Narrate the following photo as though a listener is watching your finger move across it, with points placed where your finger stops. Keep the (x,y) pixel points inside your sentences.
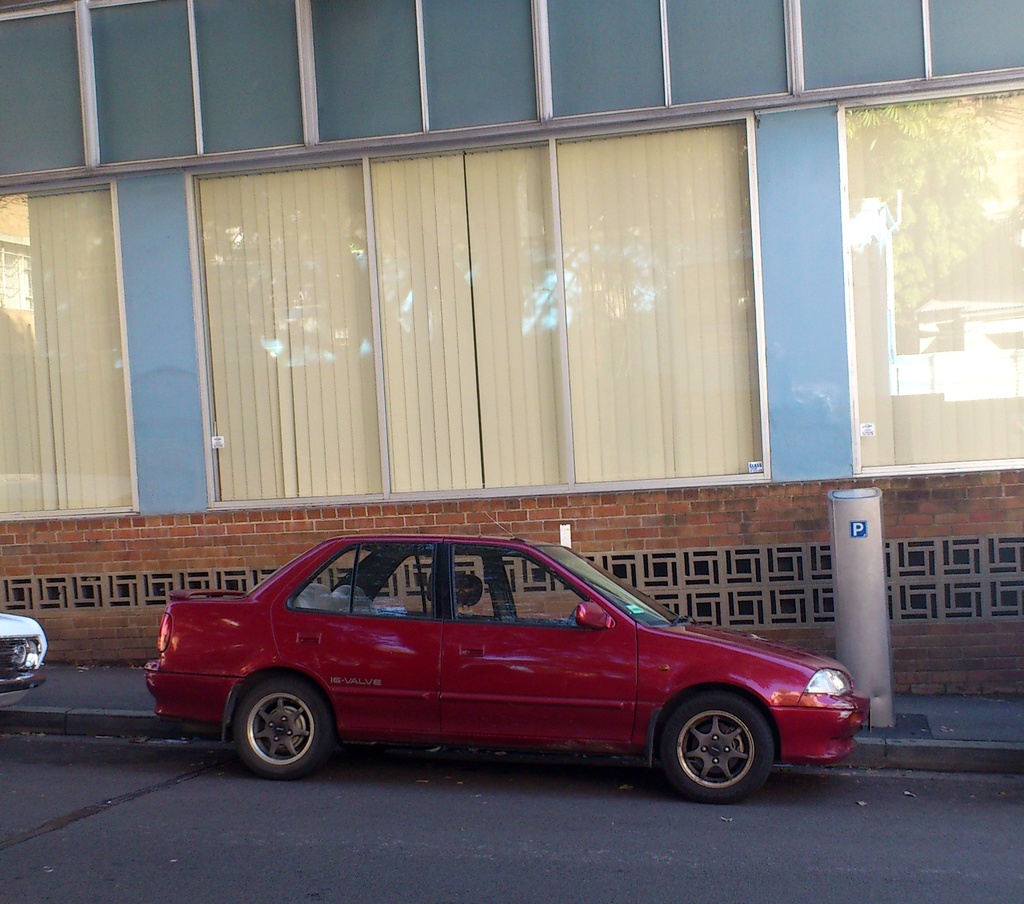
We can see vehicles (179,709) on the road (109,833) and we can see sticker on a pole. we can see building (566,27), glass windows (680,231) and window blinds (471,398), on these glass windows (544,211) we can see reflection (992,180).
